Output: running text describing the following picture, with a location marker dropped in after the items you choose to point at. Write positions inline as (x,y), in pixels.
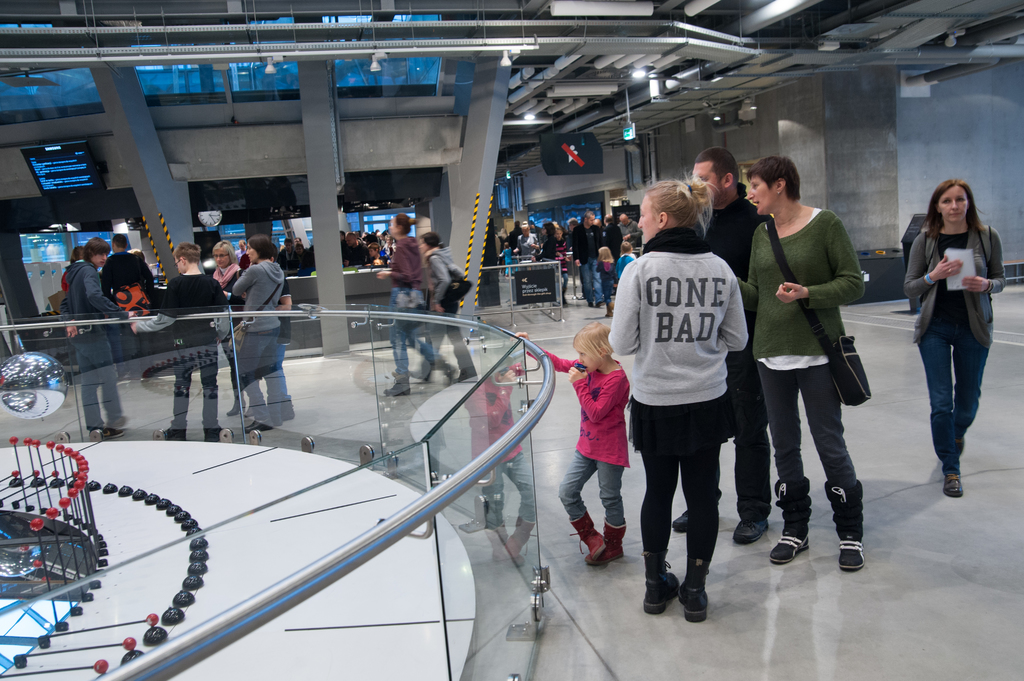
In this image, I can see groups of people (177,293) standing and few people (608,290) walking. This is the screen (89,156), which is attached to the wall (111,169). These are the pillars (319,159). This is the board (586,136), which is hanging to the roof (613,77). I can see the glass (460,441). I think this is the ceiling (500,43). This picture was taken inside the building (372,146).
